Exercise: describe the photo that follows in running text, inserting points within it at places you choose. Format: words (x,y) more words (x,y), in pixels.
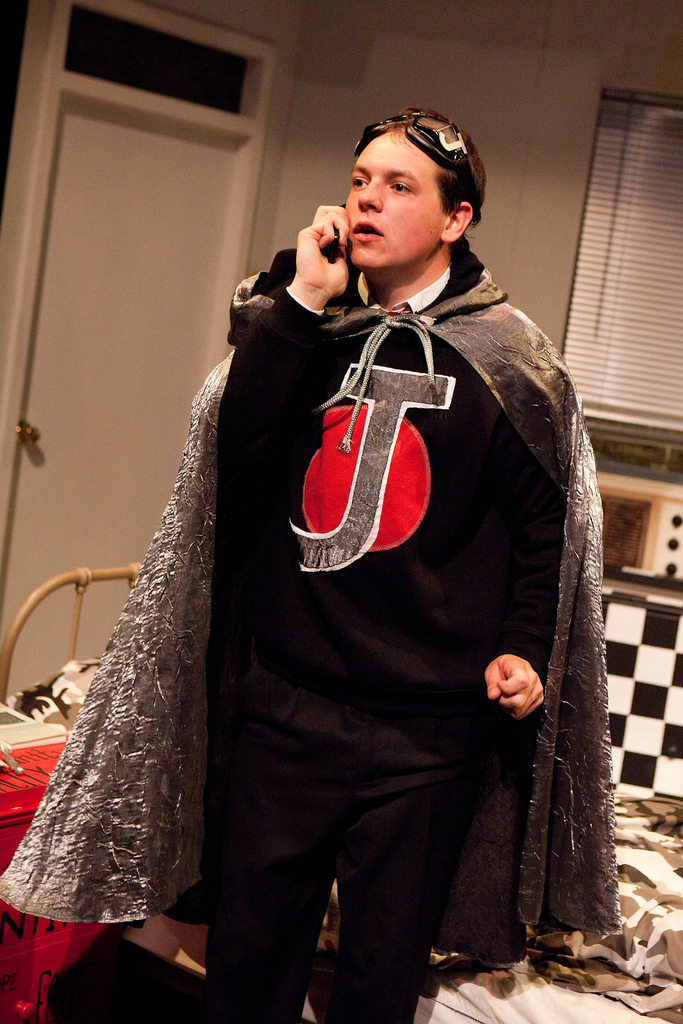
In this image in the center (386,635) there is a man (327,638) standing and speaking on a phone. In the background (246,208) is a door (128,231), there is a window (621,300), and there is a wall (514,99).
